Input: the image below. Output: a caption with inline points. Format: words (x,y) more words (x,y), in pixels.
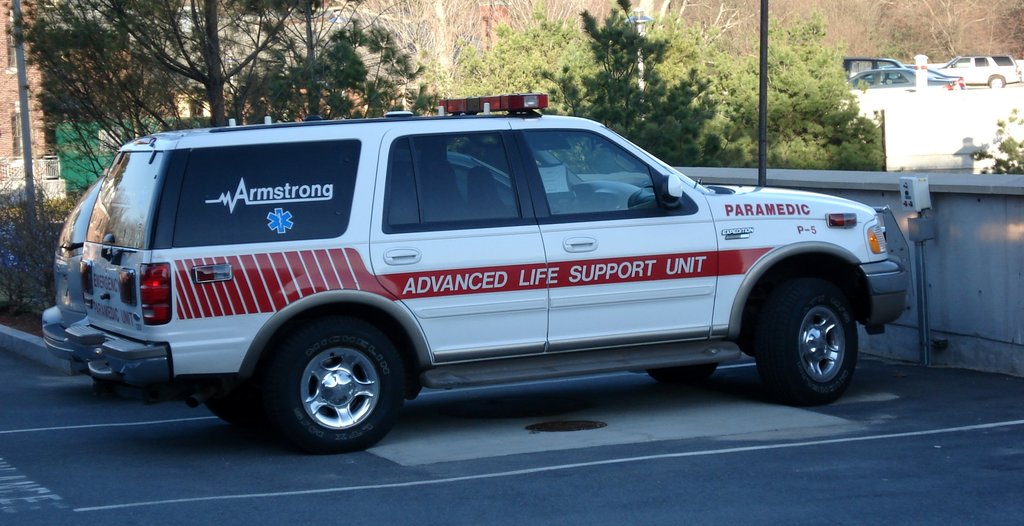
There is a vehicle (479,282) which is white and red in color and there is Armstrong (285,197) written on it and there are trees (392,85) beside it and there are few other vehicles (959,72) in the right corner (969,61).
